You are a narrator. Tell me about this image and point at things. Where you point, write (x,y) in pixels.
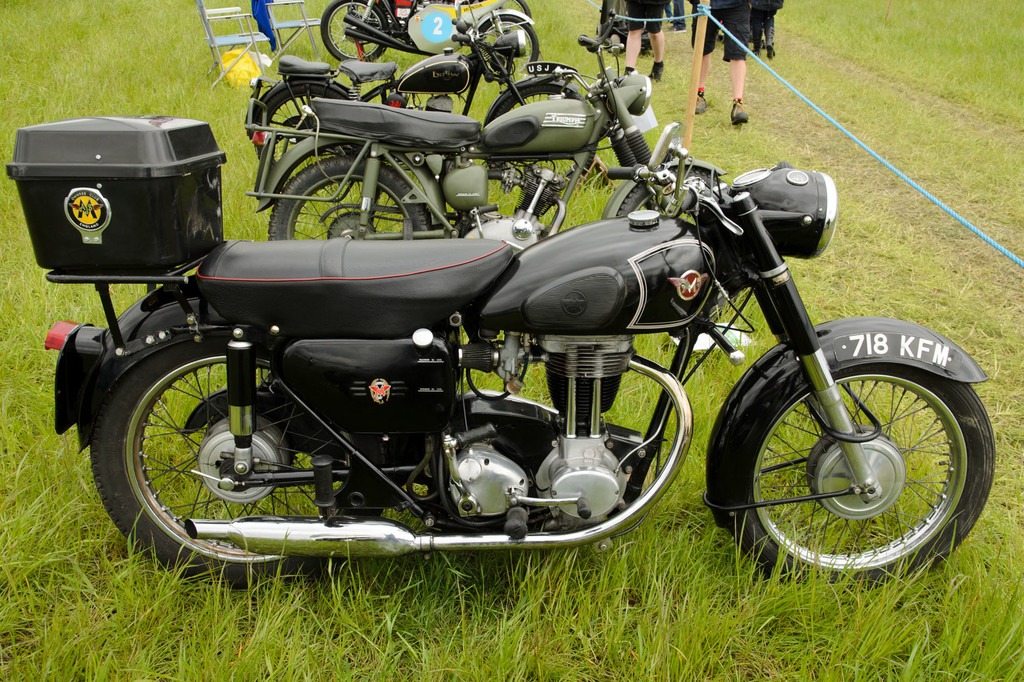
In the picture we can see a grass surface (583,594) on it, we can see some bikes (213,355) are parked and behind it, we can see two chairs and in front of it, we can see some people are walking and a stick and some rope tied to it.
